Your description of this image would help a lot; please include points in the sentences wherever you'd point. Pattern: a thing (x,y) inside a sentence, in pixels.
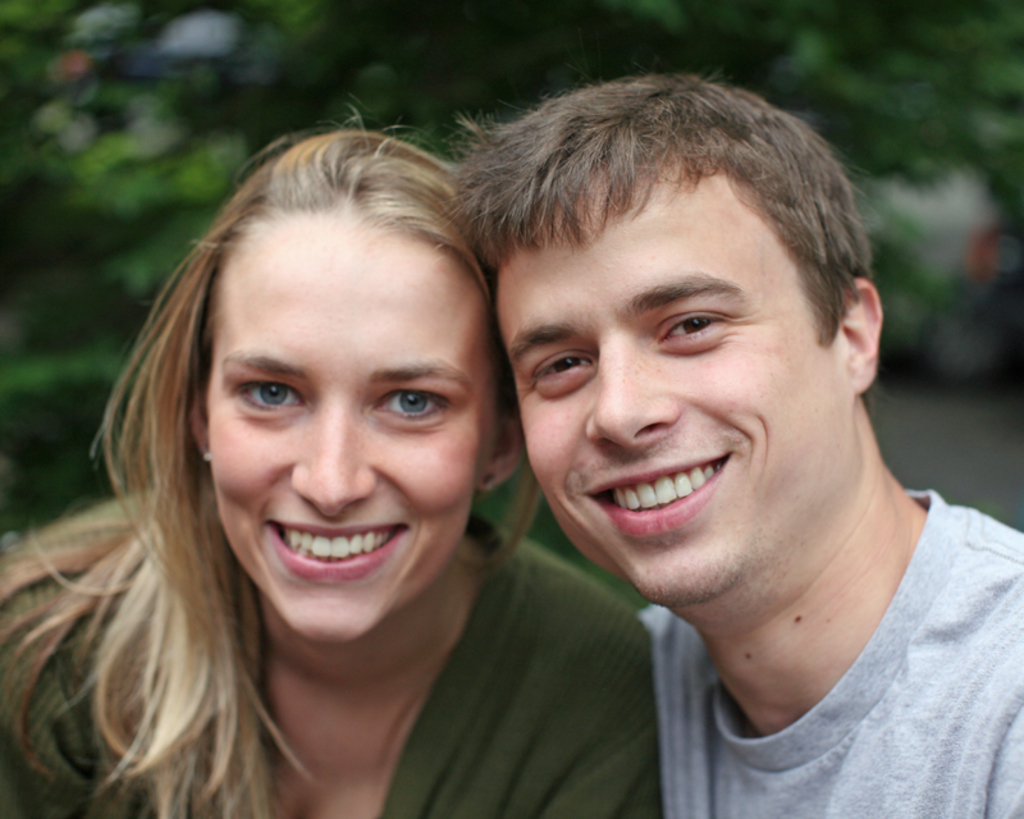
In this picture we can see a man (843,792) and a woman (460,507) smiling and in the background (124,245) we can see trees (456,87) and it is blurry.
